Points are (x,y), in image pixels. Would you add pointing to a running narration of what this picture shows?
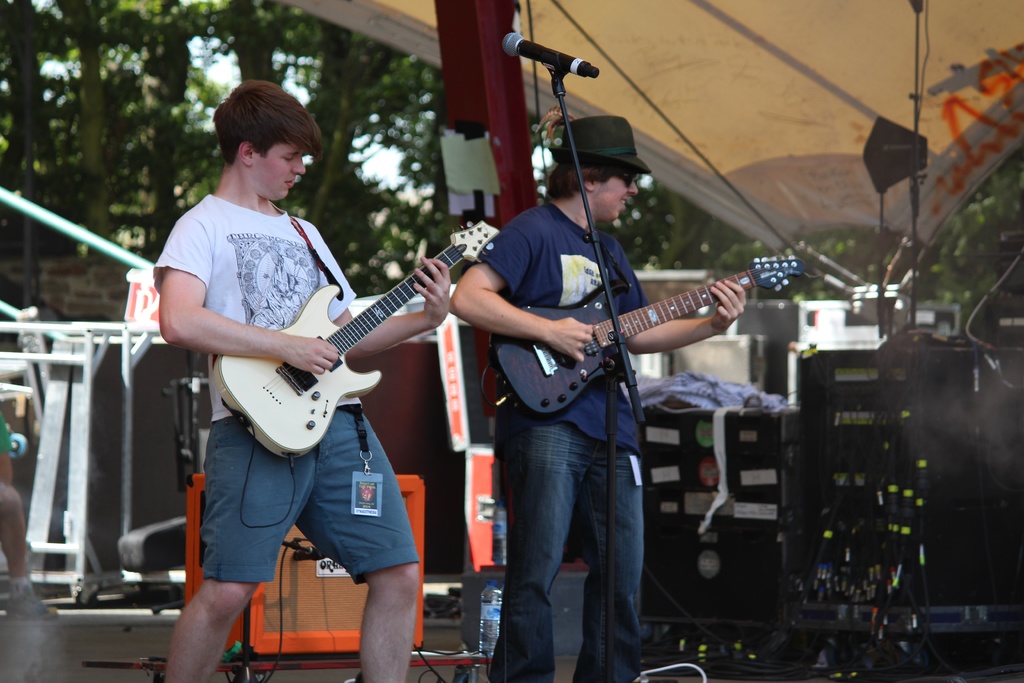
There are two men (268,326) standing and playing guitar (576,362). In front of them there is a mic (553,75). And to the left (165,536) there are some objects (79,452). And to the right side (848,450) there are some boxes (849,505). And on the top (816,81) there is a tent (774,79). And to the left top (140,71) there are some tree (103,128).
